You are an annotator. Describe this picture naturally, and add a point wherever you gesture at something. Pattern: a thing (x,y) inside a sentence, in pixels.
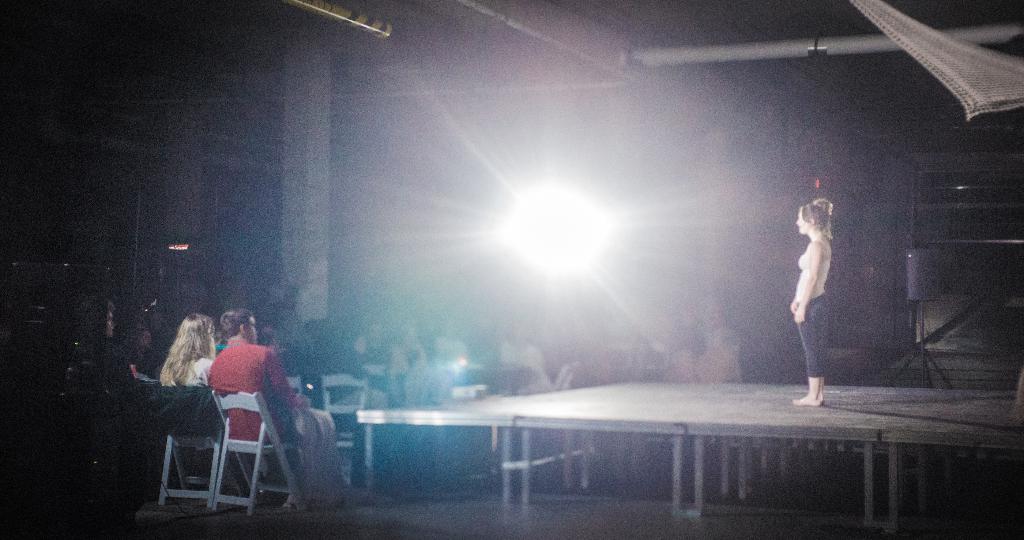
As we can see in the image there is a wall (690,200), light (535,173), few people (255,318) sitting on chairs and stage (635,388).
